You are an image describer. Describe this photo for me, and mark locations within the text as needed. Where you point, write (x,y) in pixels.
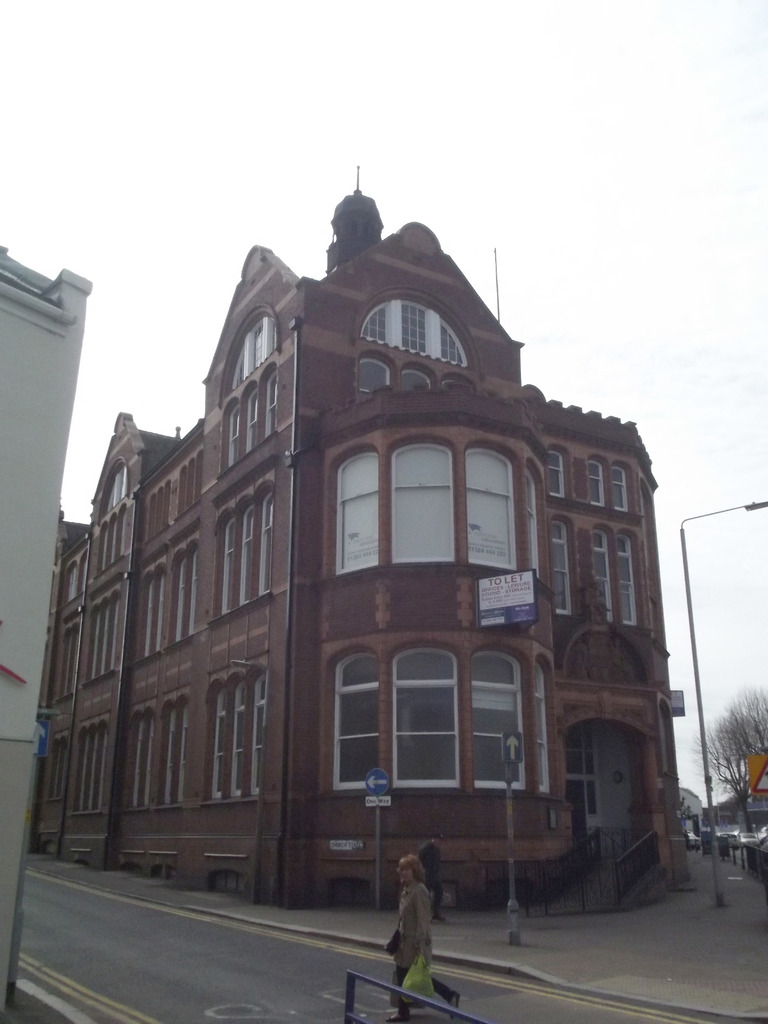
In the foreground of this image (413,977), there is a person (400,980) walking on the road (363,972) holding a cover (423,980). In the background (427,708), there are buildings (271,627), a pole (699,707), sign board (759,755), tree (720,744) and the sky (433,205).
